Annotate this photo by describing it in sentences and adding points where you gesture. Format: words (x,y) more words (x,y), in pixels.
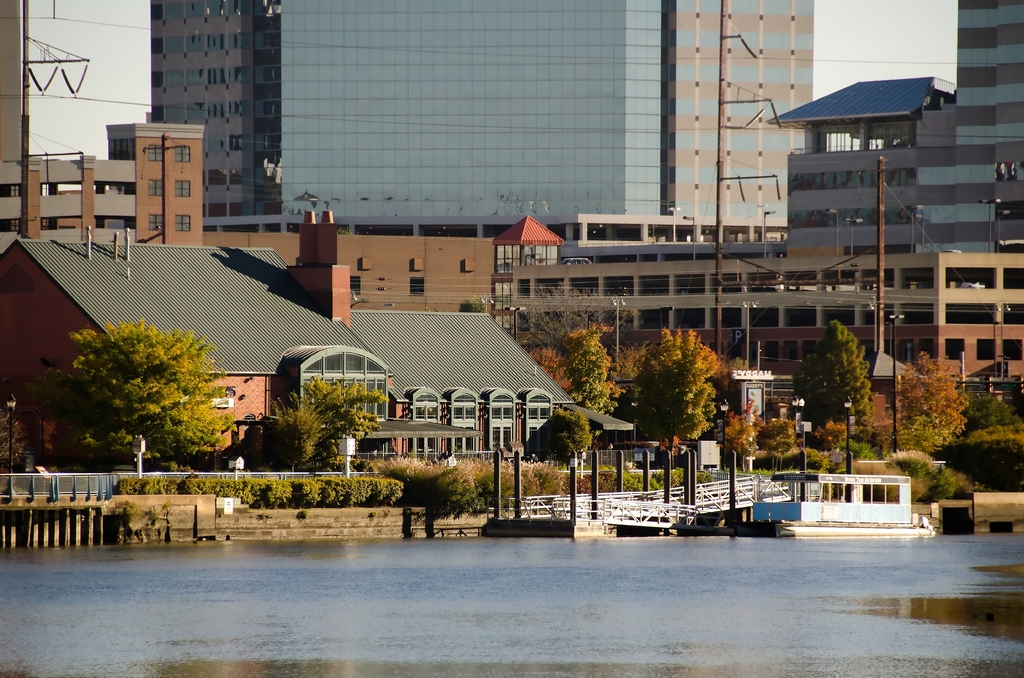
In the foreground (190,559) I can see water (269,595), fence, plants (149,521), pillars (571,517), bridge (639,503), light poles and trees (1007,471). In the background (487,440) I can see buildings (409,331), wires (610,288), windows (163,94), boards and the sky (128,13). This image is taken may be during a day.
